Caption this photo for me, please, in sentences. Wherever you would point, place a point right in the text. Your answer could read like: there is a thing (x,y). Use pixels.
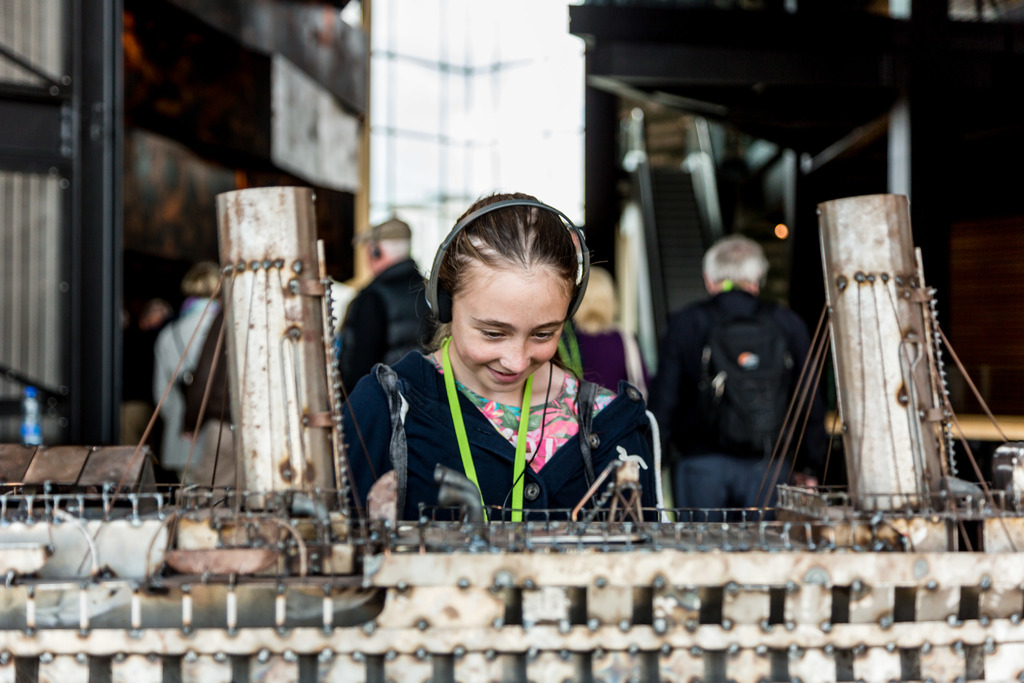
In the image we can see a girl (512,441) wearing clothes (519,425), headsets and she is smiling. Behind her there are many other people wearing clothes (684,318) and the background (644,281) is blurred. This is a model of a ship (639,589).
